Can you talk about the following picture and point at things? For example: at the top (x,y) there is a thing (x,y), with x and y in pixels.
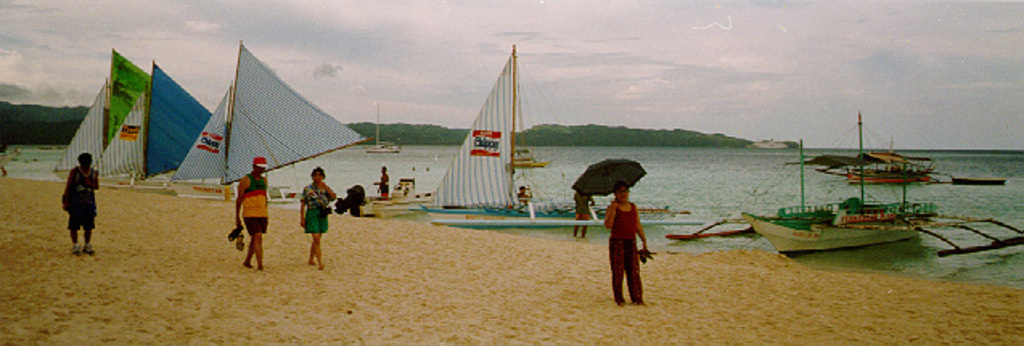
In this image I can see few people (617,195) and few are holding umbrella (616,183) and something. Back I can see few boats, water (740,173), mountains (685,139). The sky (769,111) is in white and blue color.
